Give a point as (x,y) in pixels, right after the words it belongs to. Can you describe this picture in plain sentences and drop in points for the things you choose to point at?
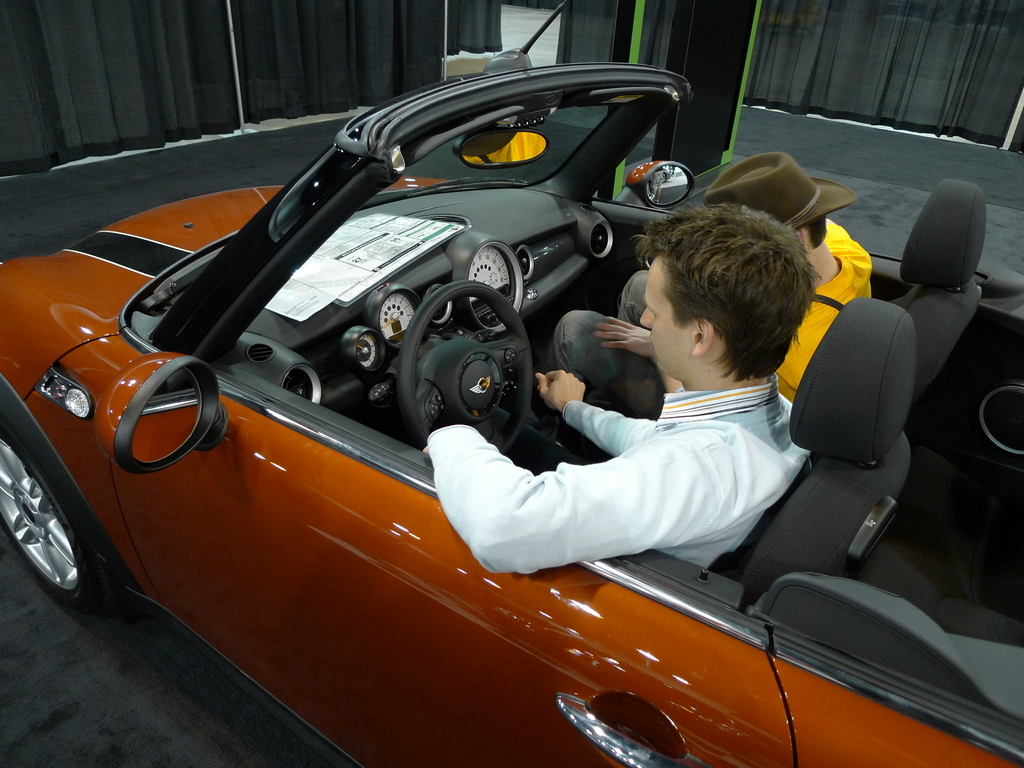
In this image we can see two persons (732,354) are sitting in a car (494,378) on the floor (538,17). In the background (402,63) we can see curtains (561,59) and objects (714,40).
